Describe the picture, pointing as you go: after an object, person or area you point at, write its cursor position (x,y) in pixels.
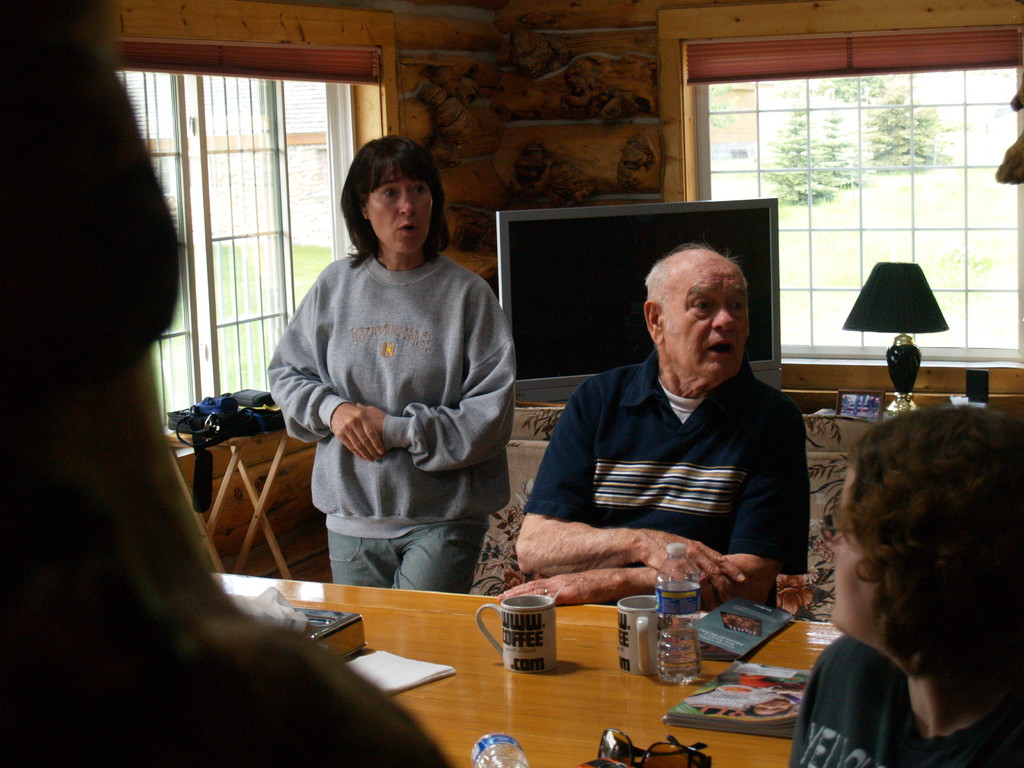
In this image, we can see few people (821,755). Few are standing and sitting. Here there is a wooden table (709,735). Few objects (764,689), cups (517,665), bottles (675,592) are placed on it. Background (862,392) we can see television (516,316), table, lamp (892,405), photo frame (847,399), bag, wall (606,153), windows (958,343). Through the windows (808,293), we can see the outside view (927,190). Here we can see plants (792,176) and grass (224,266).
